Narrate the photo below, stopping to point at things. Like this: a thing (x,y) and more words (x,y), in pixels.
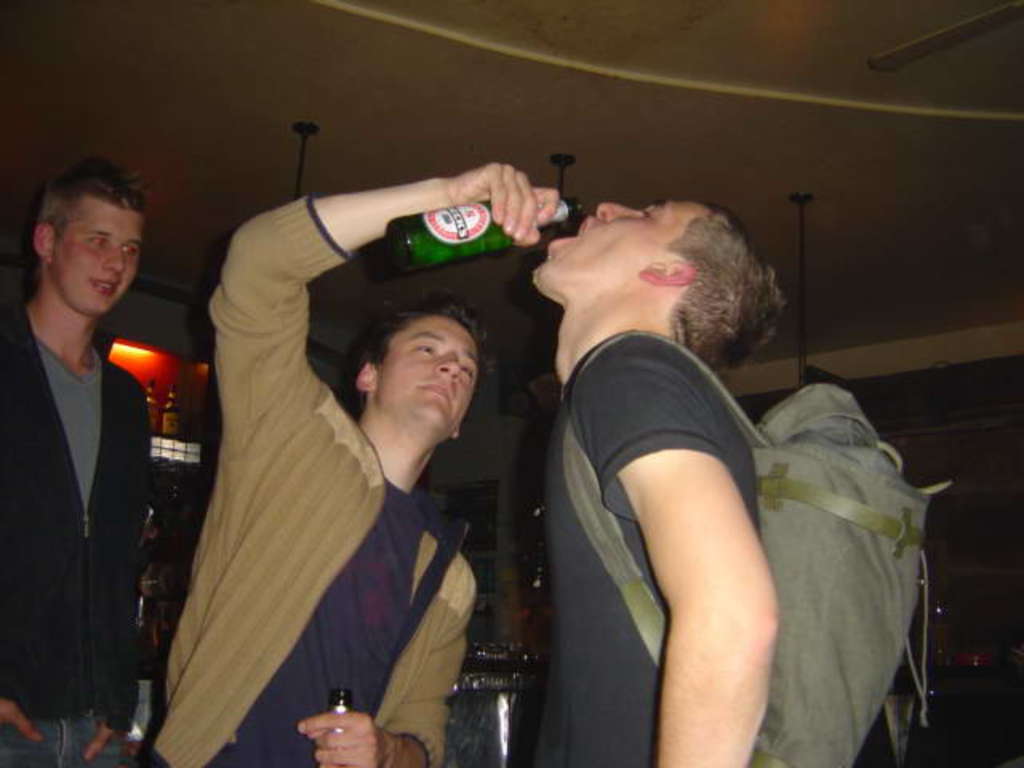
This image consists of three men (124,410). To the right (703,591), there is a man (699,534) wearing black t-shirt (630,419) is drinking a beer (434,242). At the top (455,63), there is a roof (583,100). In the middle (403,498), the man (314,592) is wearing brown jacket (298,621).
